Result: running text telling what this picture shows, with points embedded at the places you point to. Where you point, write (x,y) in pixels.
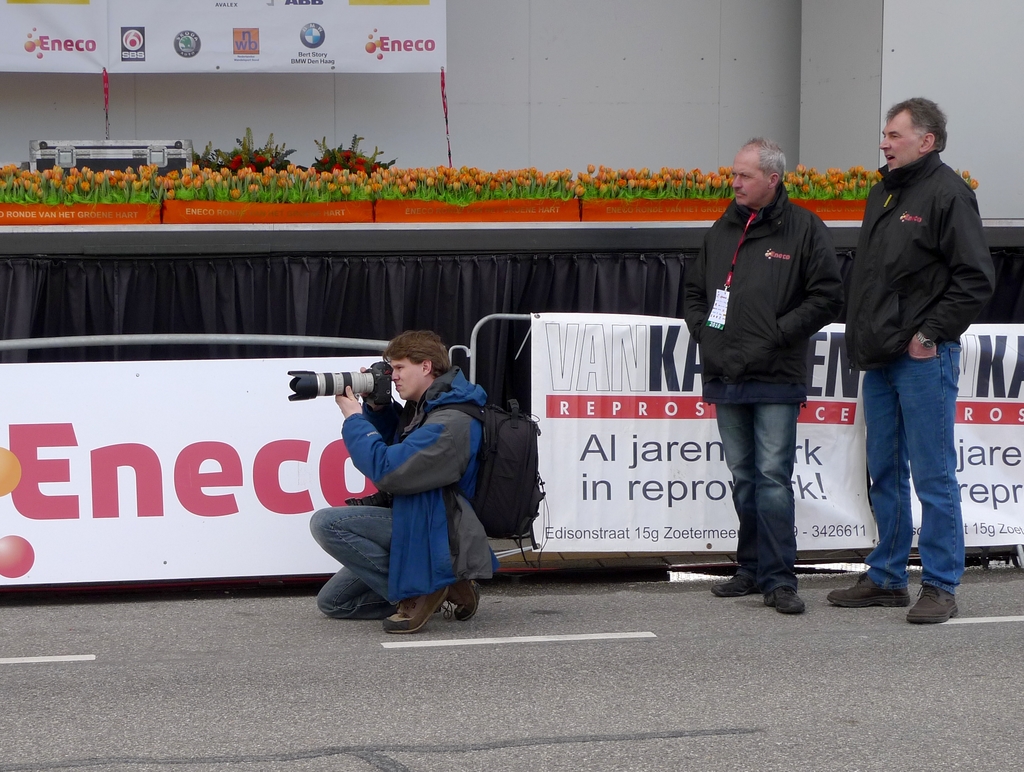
In this image we can see two men (861,287) wearing similar color jackets (822,304) standing and a person (442,481) wearing jacket (444,465), carrying backpack (507,463), holding camera (384,401) in his hands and in the background of the image (194,408) there are some boards (73,415), flowers (122,193) which are kept on table (544,244), there is a wall (556,111) and some boards (202,66).
